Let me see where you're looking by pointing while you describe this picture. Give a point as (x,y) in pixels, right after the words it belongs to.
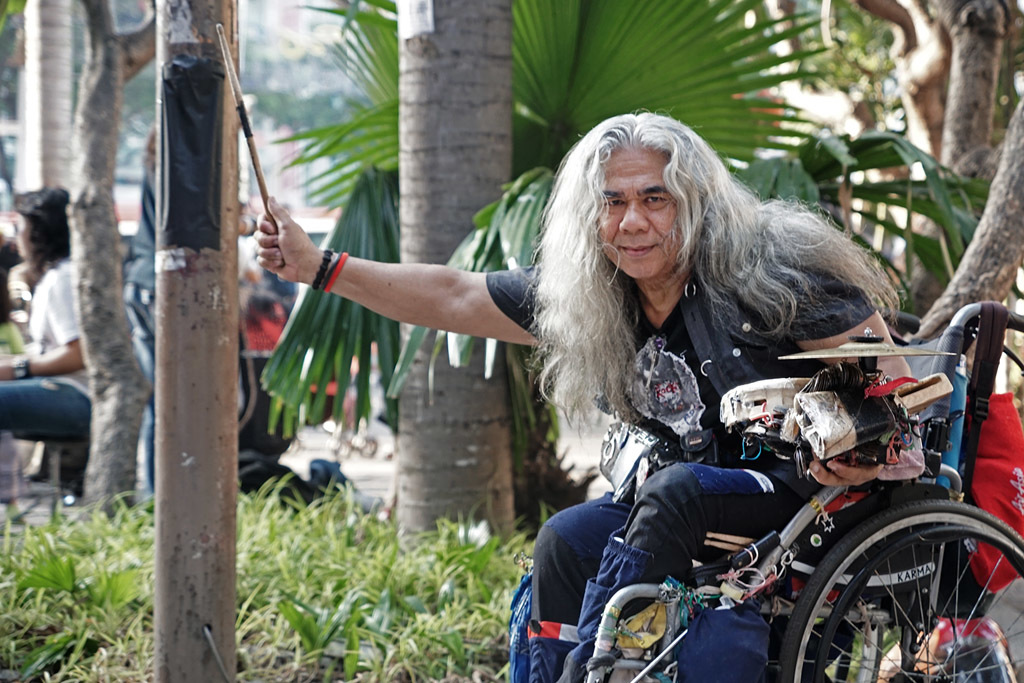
In this image we can see a person (700,442) sitting on the wheelchair (820,525) and there are trees (343,377). At the bottom (307,606) there is grass (110,588). In the background (54,250) there are people (275,340).
